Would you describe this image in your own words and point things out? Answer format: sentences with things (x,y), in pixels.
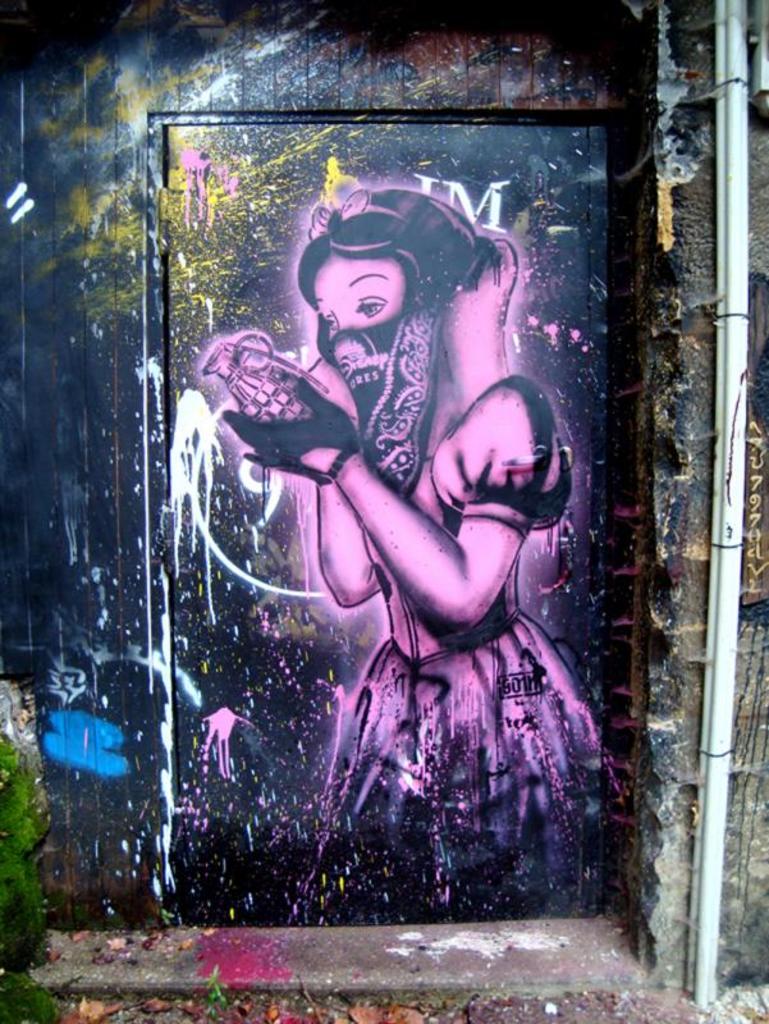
In this image there is a door (317,224) to the wall (727,860) having a pipe (735,214) attached to it. On door (242,586) there is a painting (359,489) of a woman (480,576) holding some object (259,351) in her hand (300,419). Bottom of image (449,1010) there are few leaves (89,1021) on the land (446,996).
